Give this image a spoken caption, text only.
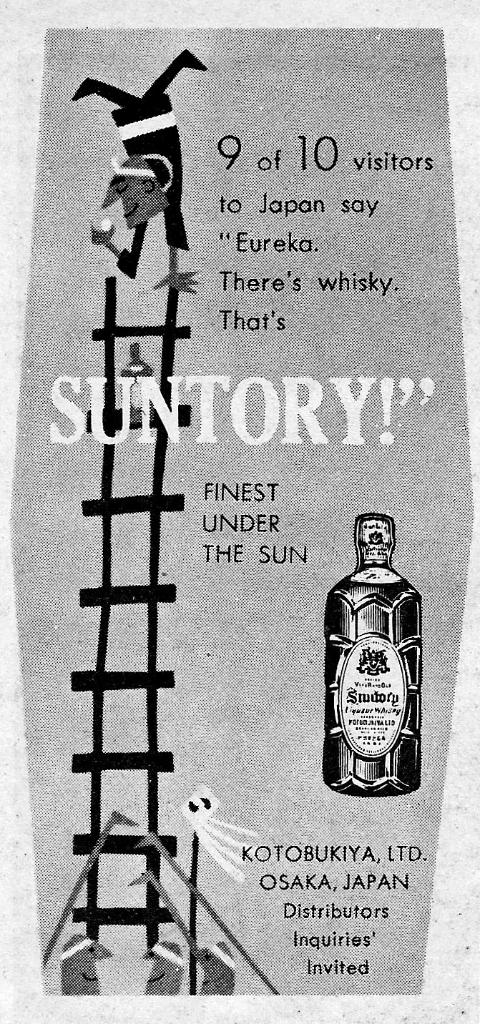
In this picture it looks like an old advertisement of a whisky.
